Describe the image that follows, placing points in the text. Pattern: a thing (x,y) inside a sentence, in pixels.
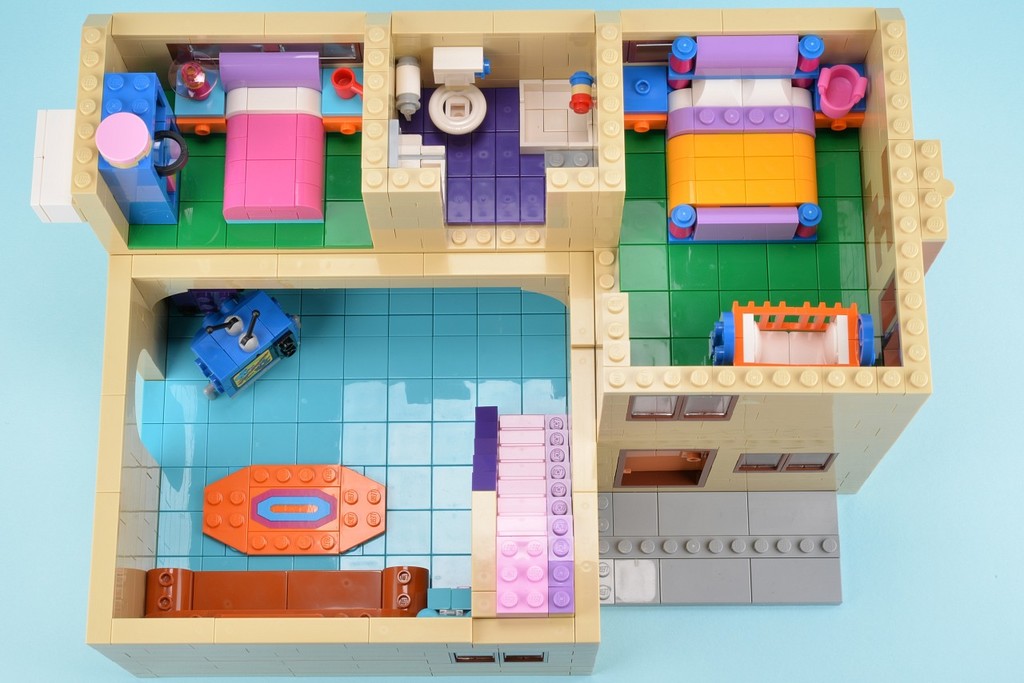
This picture consists of a toy house (356,266).
